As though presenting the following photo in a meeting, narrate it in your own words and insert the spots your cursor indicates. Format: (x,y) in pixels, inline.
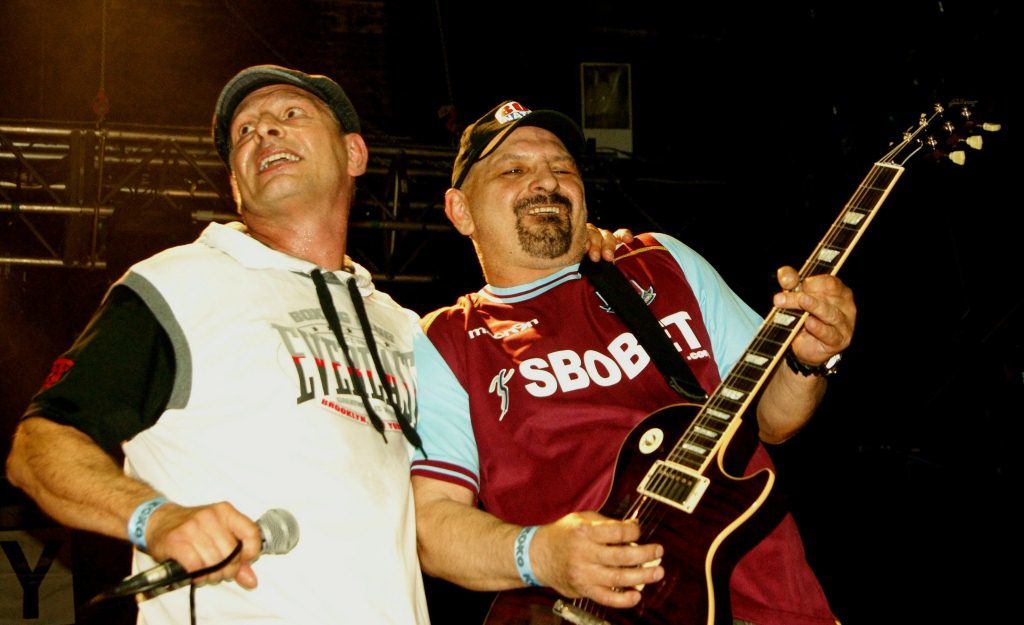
These two persons (329,266) are standing and wear cap (522,116), this person (592,461) playing guitar (704,521) and this person (200,546) holding microphone (290,535). On the background (231,60) we can see wall (91,67), rods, poster (605,94).
